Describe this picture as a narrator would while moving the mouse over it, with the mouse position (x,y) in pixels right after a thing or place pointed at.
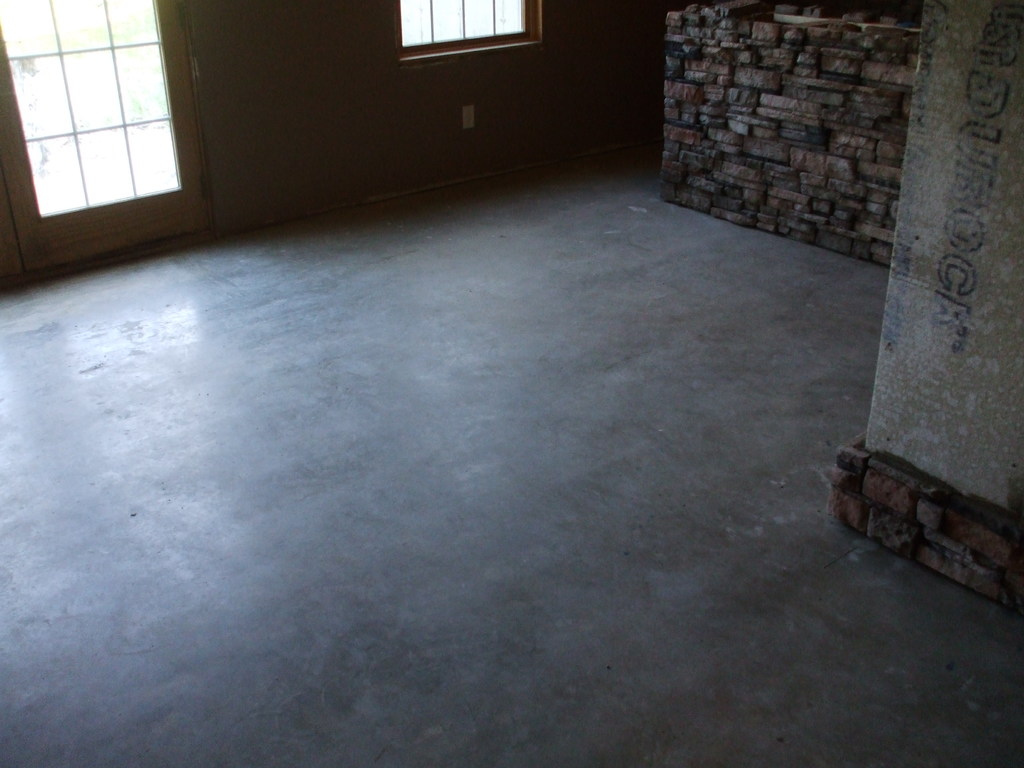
In this picture there is a bricks wall (671,144) at the top side of the image (673,53) and there are windows (50,137) on the left side of the image (152,51).
